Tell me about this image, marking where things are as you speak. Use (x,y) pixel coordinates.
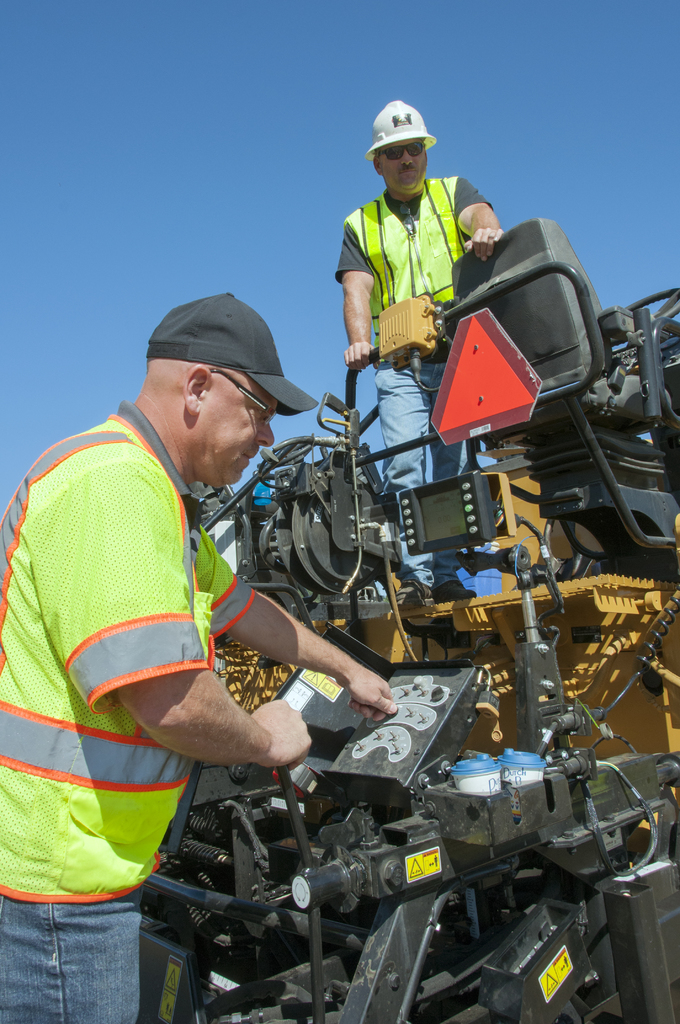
There are two men (132,614) standing. This looks like a vehicle (558,569) with engines (353,874) attached to it. I think this is the signboard (495,412). Here is the seat (555,256).
